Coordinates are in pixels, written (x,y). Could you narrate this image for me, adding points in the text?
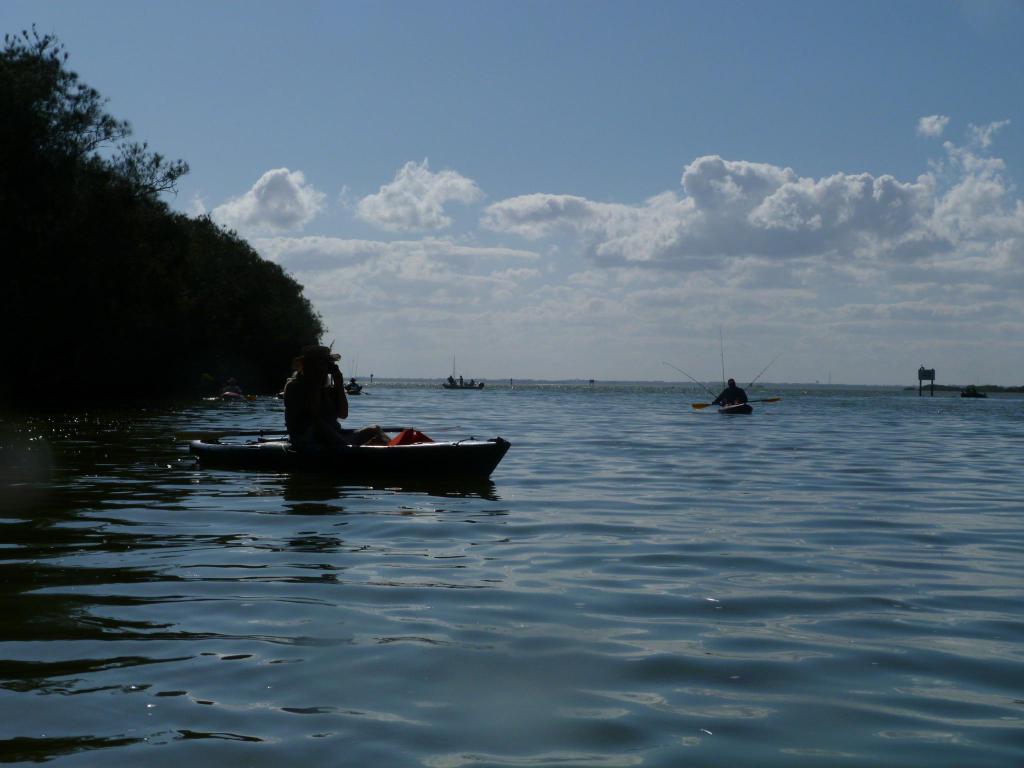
In this picture we can see some people (314,416) sitting on the boats (307,448) and the boats (443,456) are on the water (456,417). On the left side of the people (341,410) there are trees (152,365) and a sky (564,165).
